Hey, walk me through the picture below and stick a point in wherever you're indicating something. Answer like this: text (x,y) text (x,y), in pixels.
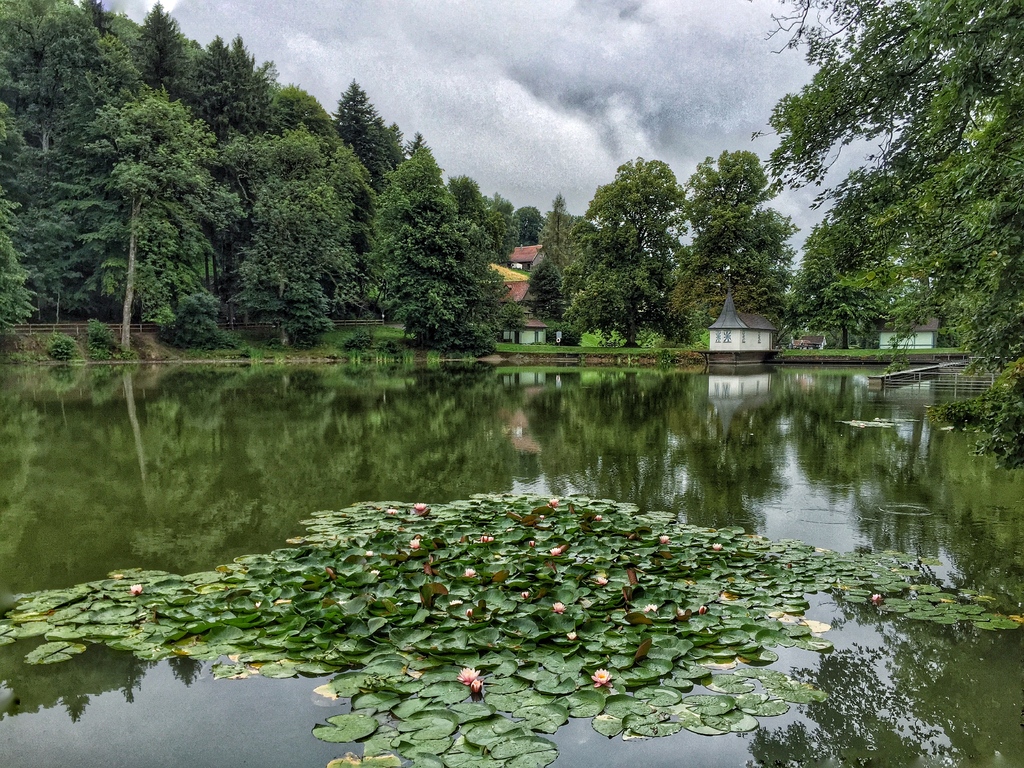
In this image we can see trees (399,235), houses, fence (28,326) and other objects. At the top of the image (554,94) there is the sky (583,86). At the bottom of the image (641,517) there is water (378,425), leaves (582,659), lotus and other objects (962,363). On the water (460,468) we can see some reflections (946,508).
